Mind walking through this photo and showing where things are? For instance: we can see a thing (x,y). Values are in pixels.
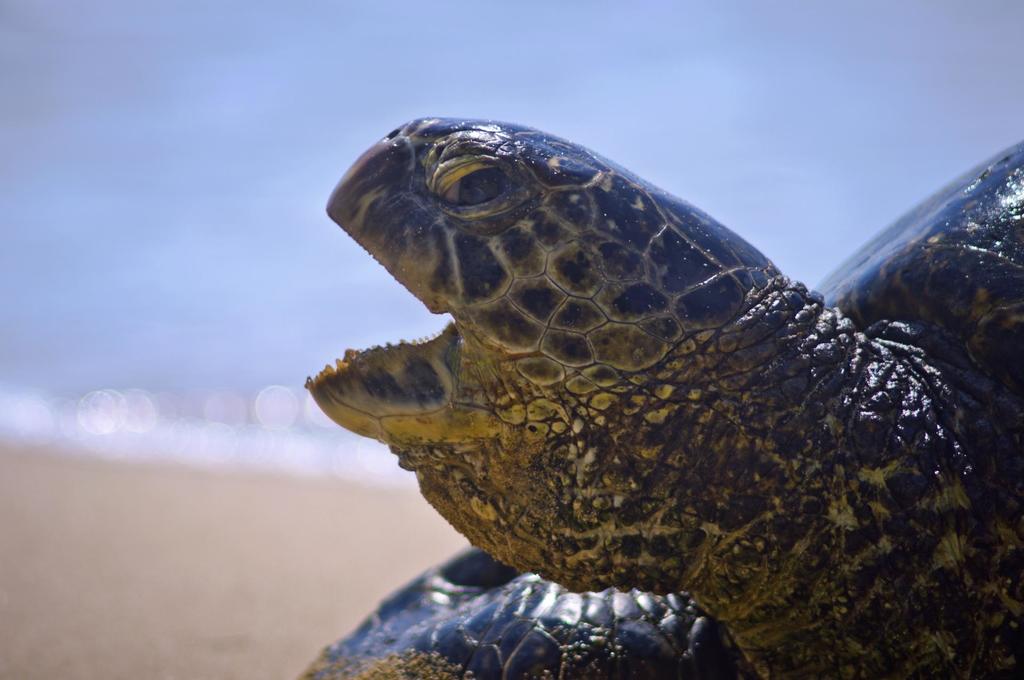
In this image we can see a turtle (963,336), sand (187,512) and blue color background (169,199).
